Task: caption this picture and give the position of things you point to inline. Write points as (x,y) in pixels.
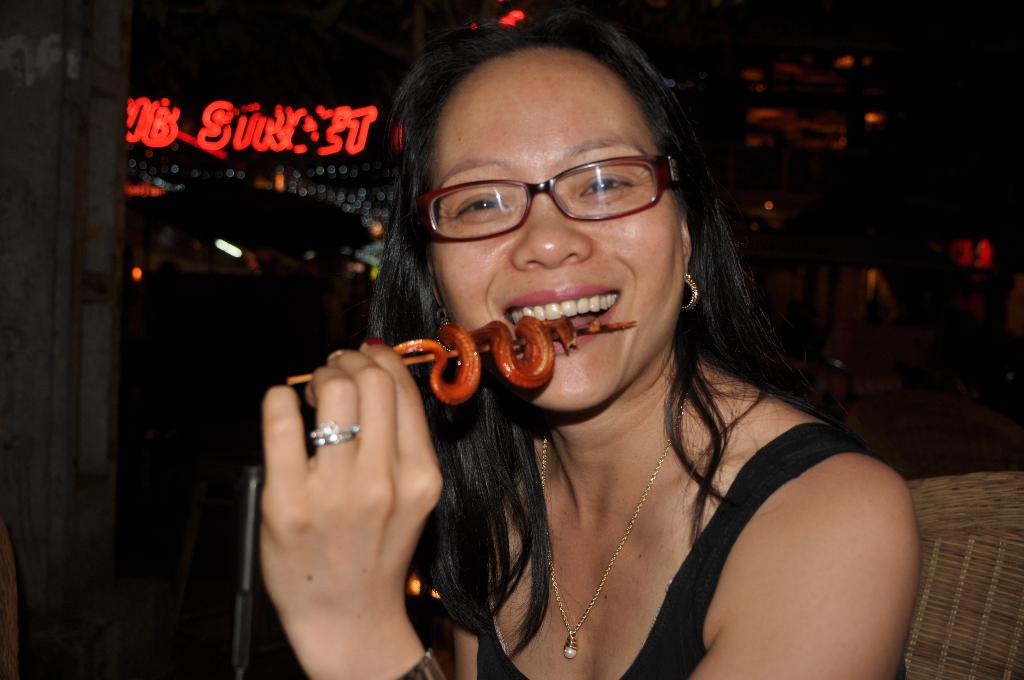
In this picture I can see a woman (414,434) in front (591,67) and I see that she is smiling and she is wearing black color dress (672,610). I can also see that she is holding a stick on which there is food (509,366), which is of brown color. I see that it is a bit dark in the background (828,142) and I see few lights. On the left top of this image (290,113) I see the red color lights (223,128).
